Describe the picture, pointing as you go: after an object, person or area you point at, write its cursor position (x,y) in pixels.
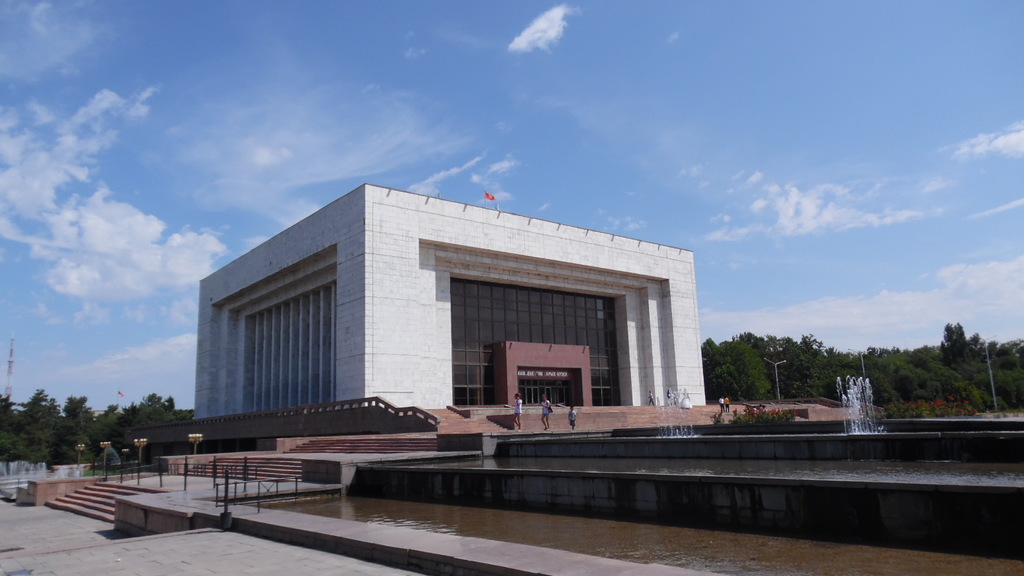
There is a building (442,278) which is white in color and there is water (820,478) in front of it and there are trees (896,374) in the background (67,443).
